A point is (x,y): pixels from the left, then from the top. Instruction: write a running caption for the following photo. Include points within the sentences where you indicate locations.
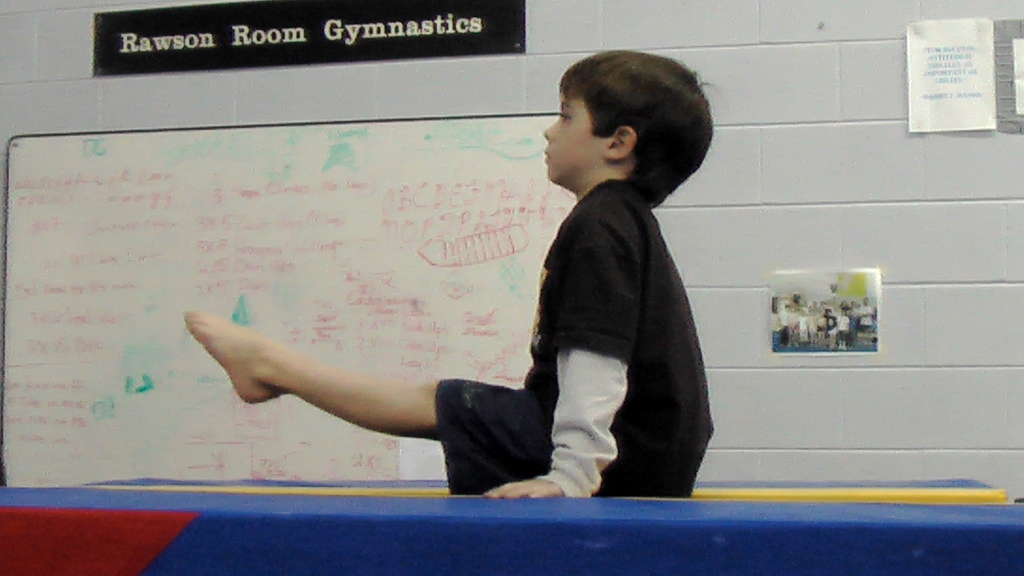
There are balancing beams (791,499). On that a boy (608,330) is doing gymnastics. In the back (658,43) there is a wall (329,65). On the wall (321,89) there is a board (293,254) with something written on that. Also there are posters (807,306) on the wall (811,174).
